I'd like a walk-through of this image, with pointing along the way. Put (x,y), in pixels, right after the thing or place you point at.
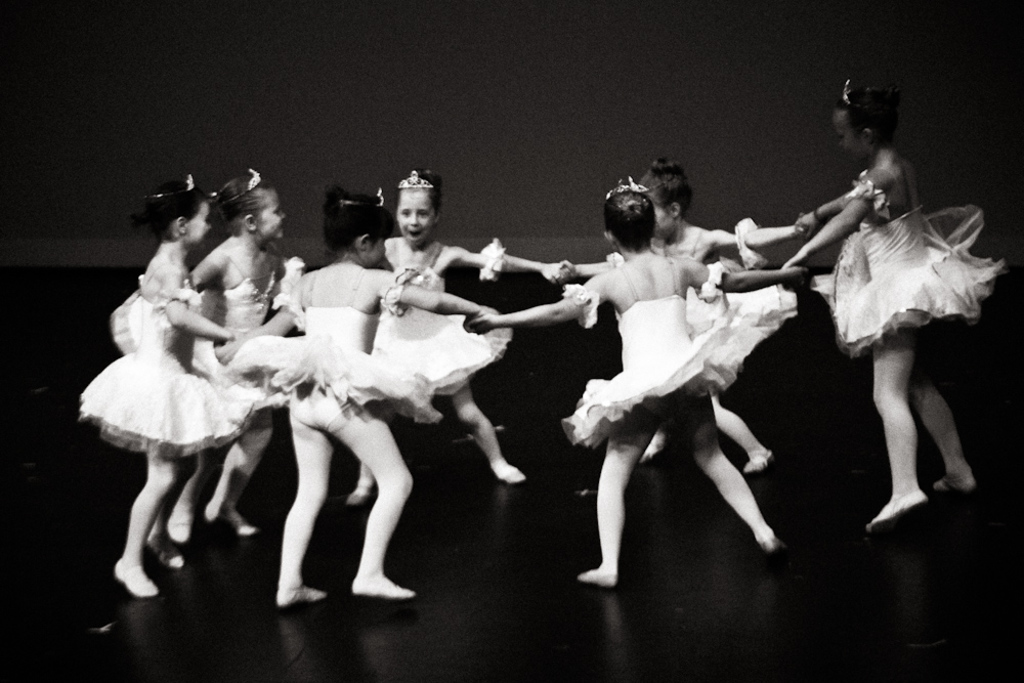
In the picture we can see some girls (905,205) are dancing, holding each other hand (501,323).
